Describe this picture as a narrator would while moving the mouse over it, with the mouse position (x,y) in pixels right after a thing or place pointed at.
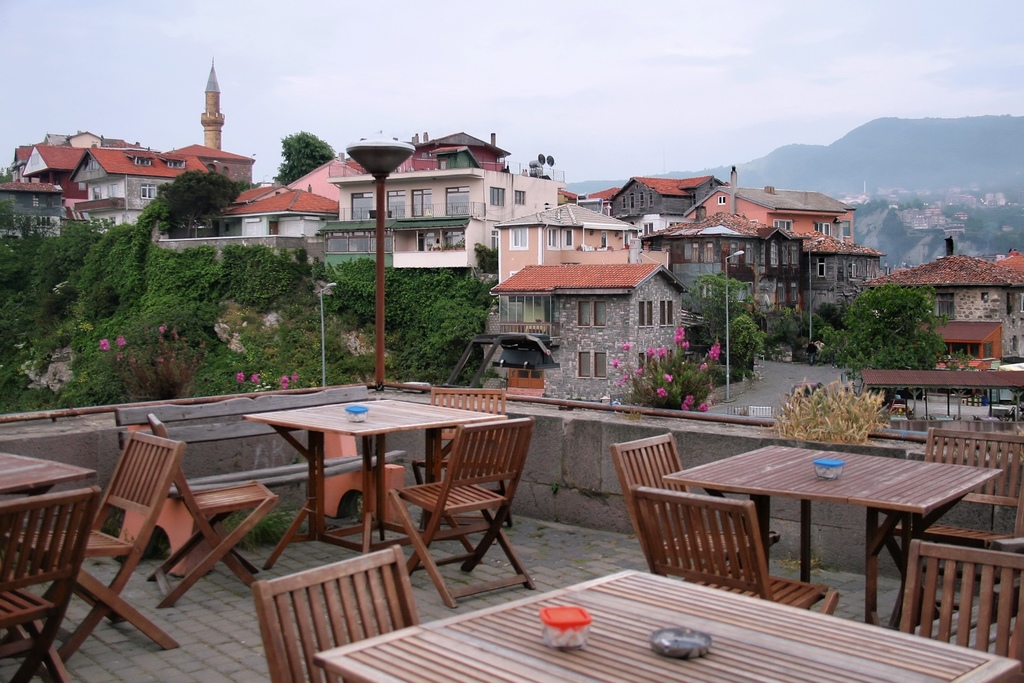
In this image I can see the tables (514,663) and chairs (465,475). On the tables (528,666) I can see the boxes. To the side I can see the pole (376,237). In the background (366,269) I can see the pink color flowers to the plants (320,341) and there are many trees (446,366). In the background (565,312) I can see the houses (594,230) with windows (454,235), mountains (930,120) and the sky (544,70).
